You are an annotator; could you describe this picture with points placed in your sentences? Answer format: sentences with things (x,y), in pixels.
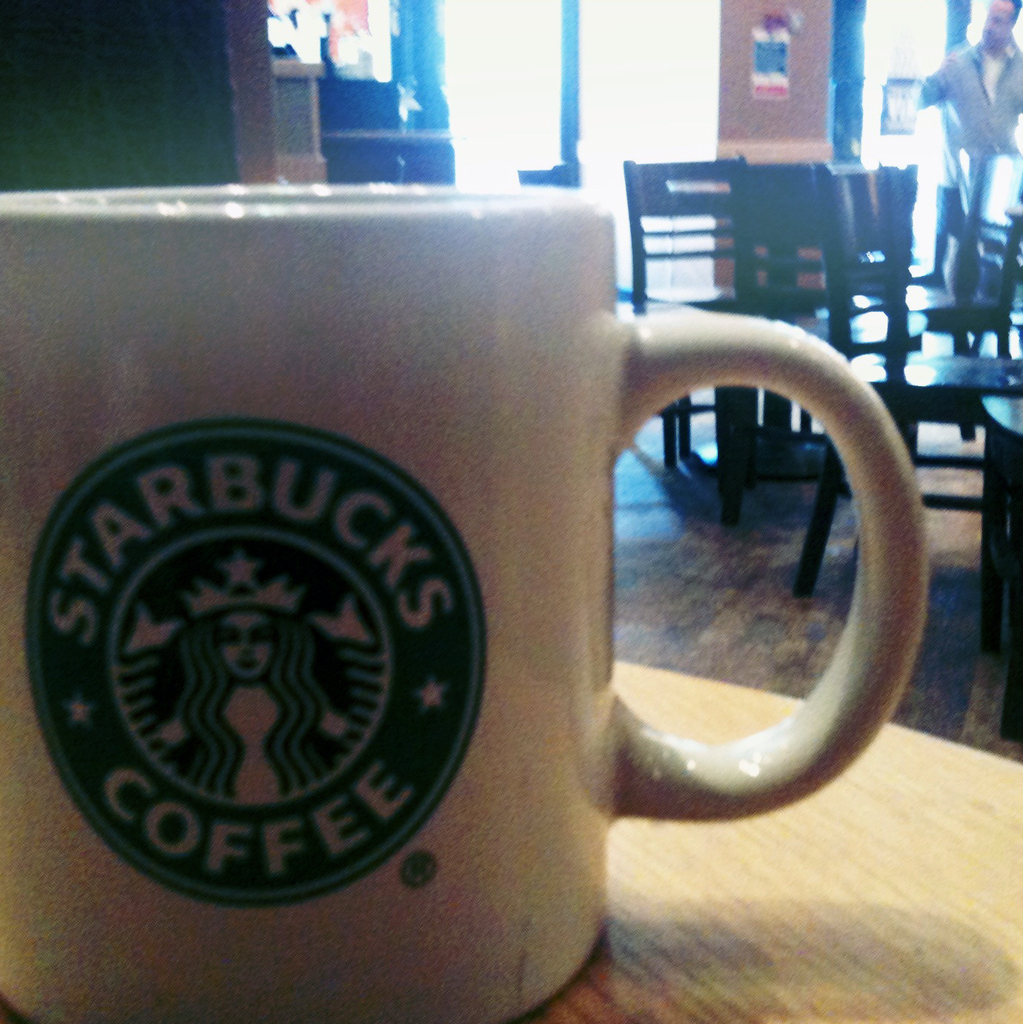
The picture consists of one starbucks cup (347,746) on the table (706,699) and behind that there are chairs (742,286) and one person (965,62) is standing at the right corner (1001,9) the picture and there is one window (539,88) and a wall (742,129).
